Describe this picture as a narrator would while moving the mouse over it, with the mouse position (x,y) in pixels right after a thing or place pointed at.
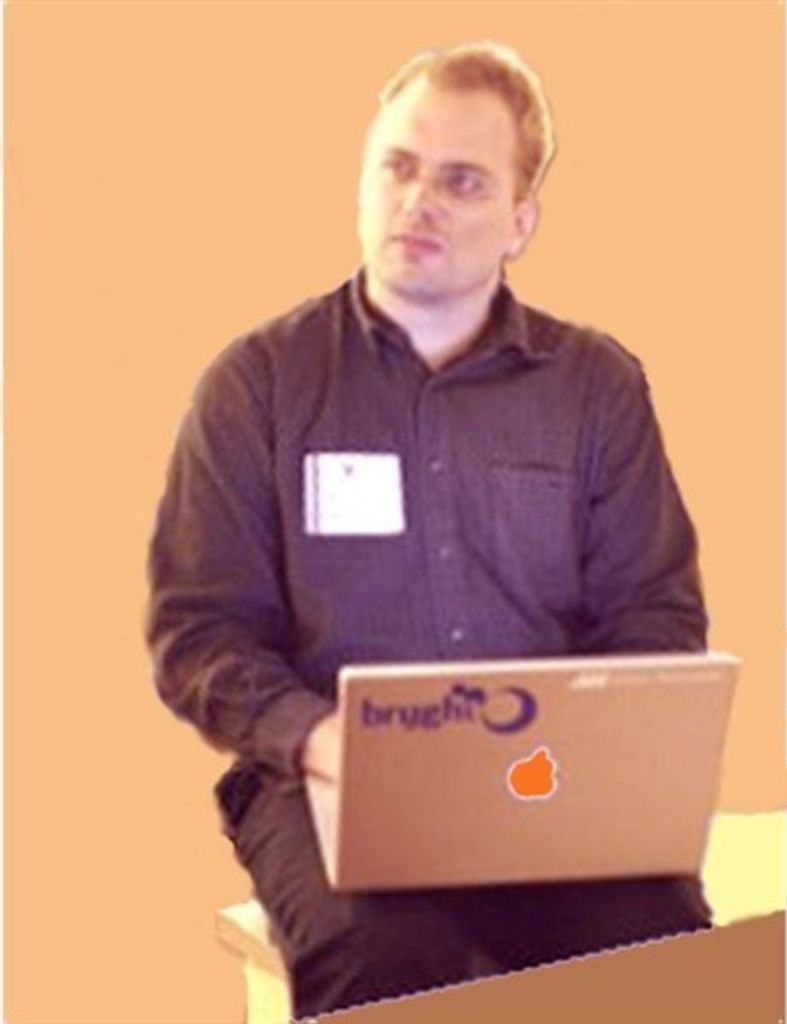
In this image we can see a person (322,865) sitting on a stool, holding a laptop (426,747).
